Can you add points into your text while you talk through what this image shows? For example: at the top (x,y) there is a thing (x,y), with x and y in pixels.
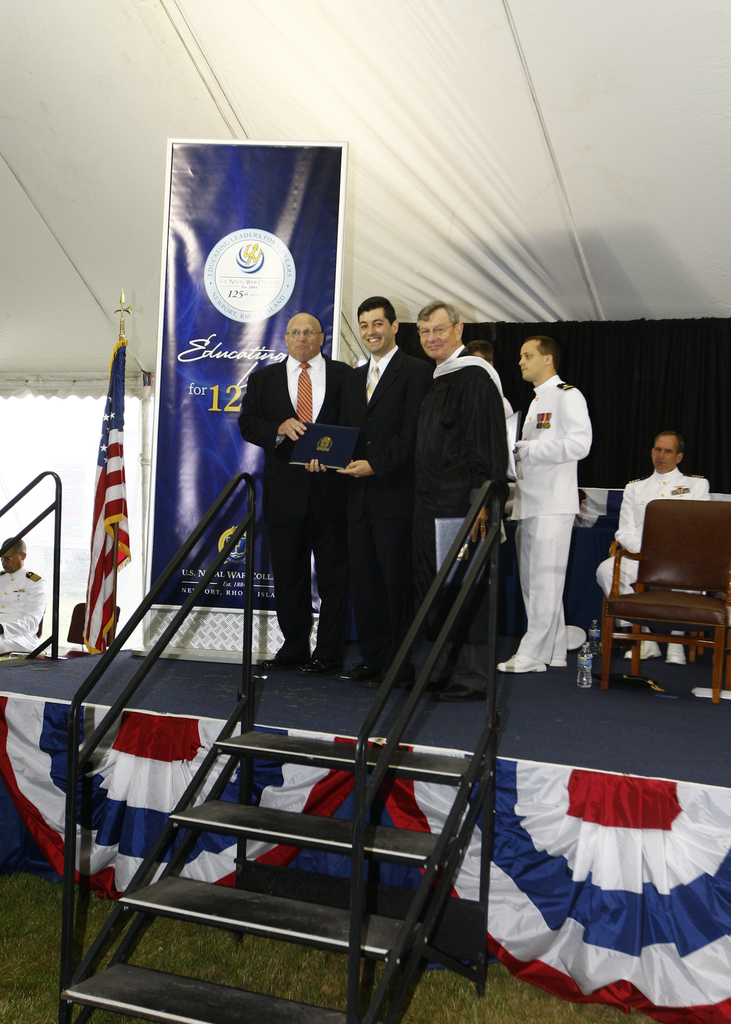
In this image we can see few people (476,464) are standing on the stage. This is the banner (222,299), chair (686,549) and flag (116,485). This is the staircase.
